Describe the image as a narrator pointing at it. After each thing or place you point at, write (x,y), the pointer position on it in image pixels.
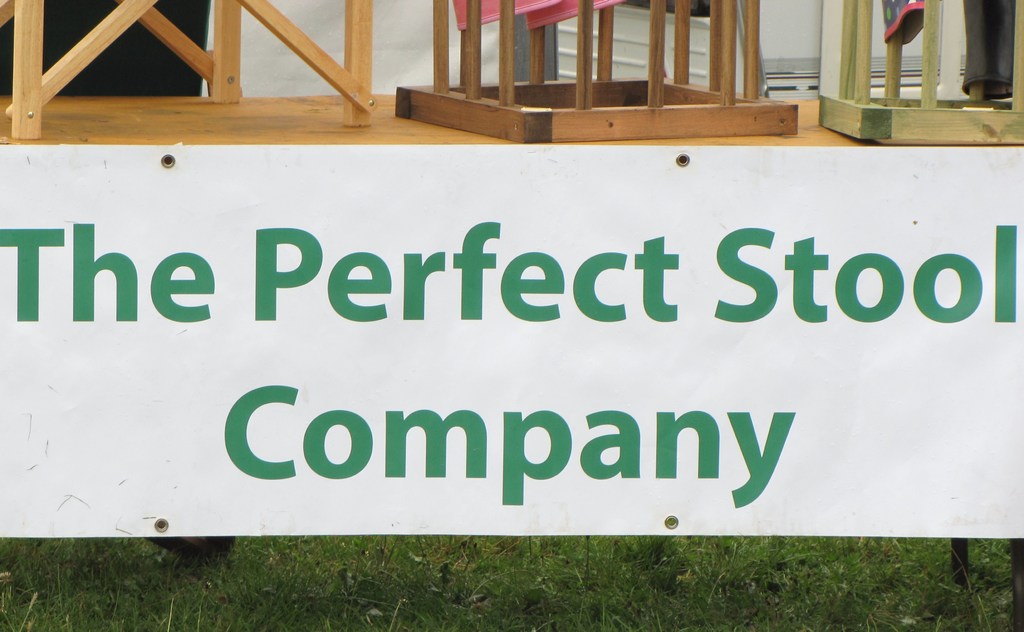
This is a banner (863,451). Here on a wooden platform (414,128) we can see stools (752,69). At the bottom portion of the picture (556,598) we can see green grass (535,621).
